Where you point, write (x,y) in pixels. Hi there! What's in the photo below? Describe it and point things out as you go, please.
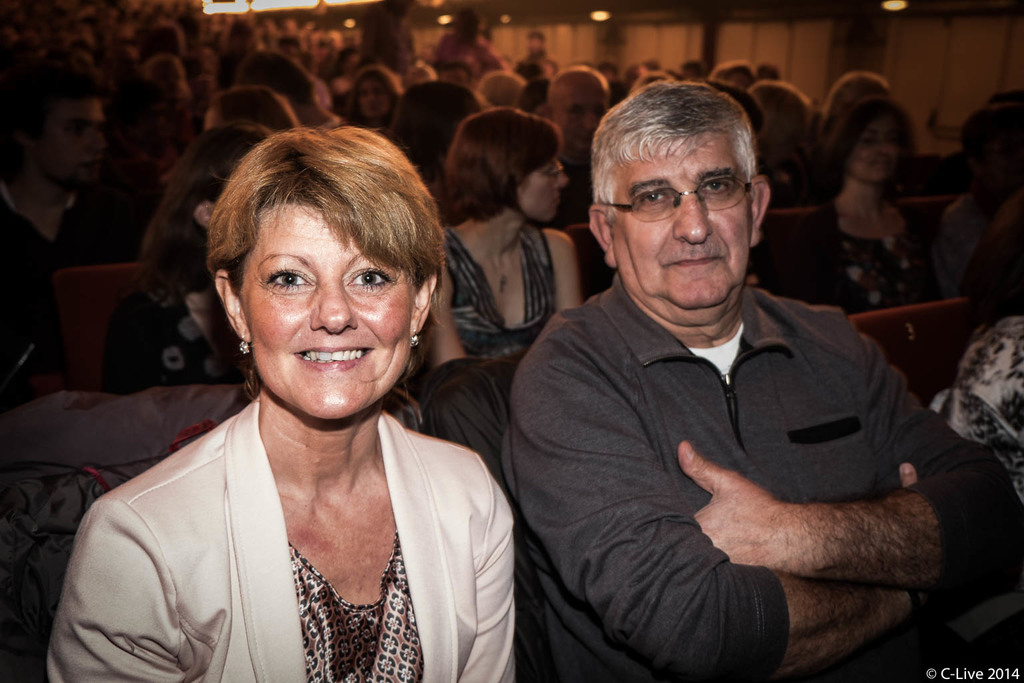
In this image I can see group of people (478,316). There are chairs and also there are lights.
